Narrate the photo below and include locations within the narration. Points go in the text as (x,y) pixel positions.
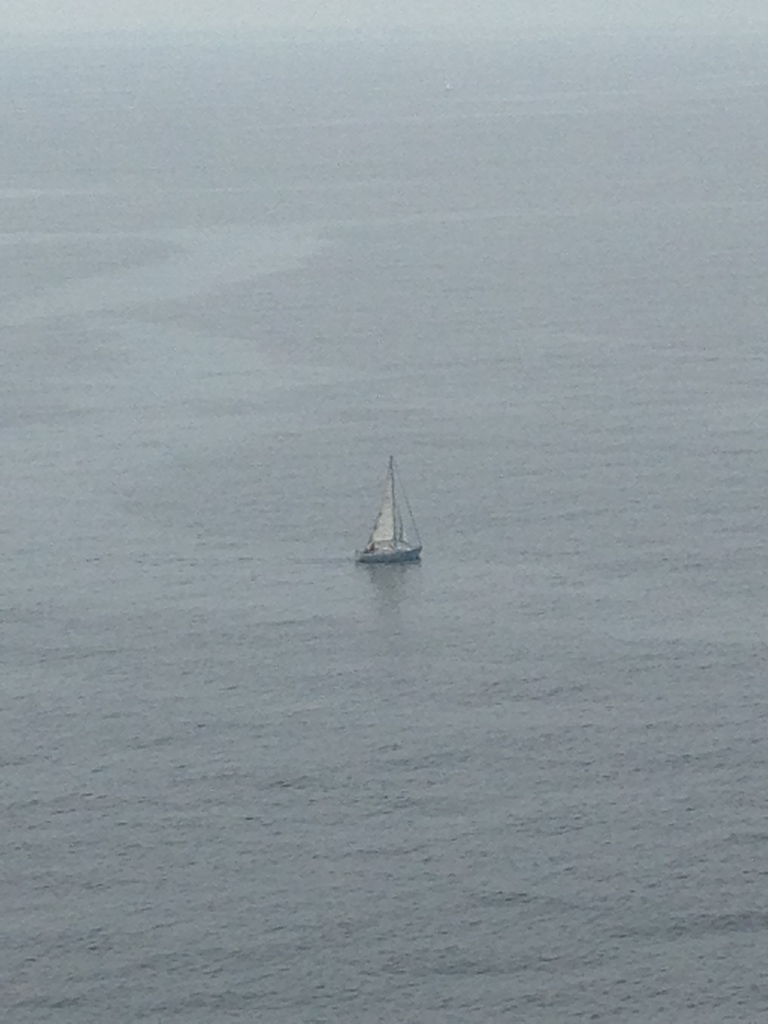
In this picture we can see a boat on water (413,589).
